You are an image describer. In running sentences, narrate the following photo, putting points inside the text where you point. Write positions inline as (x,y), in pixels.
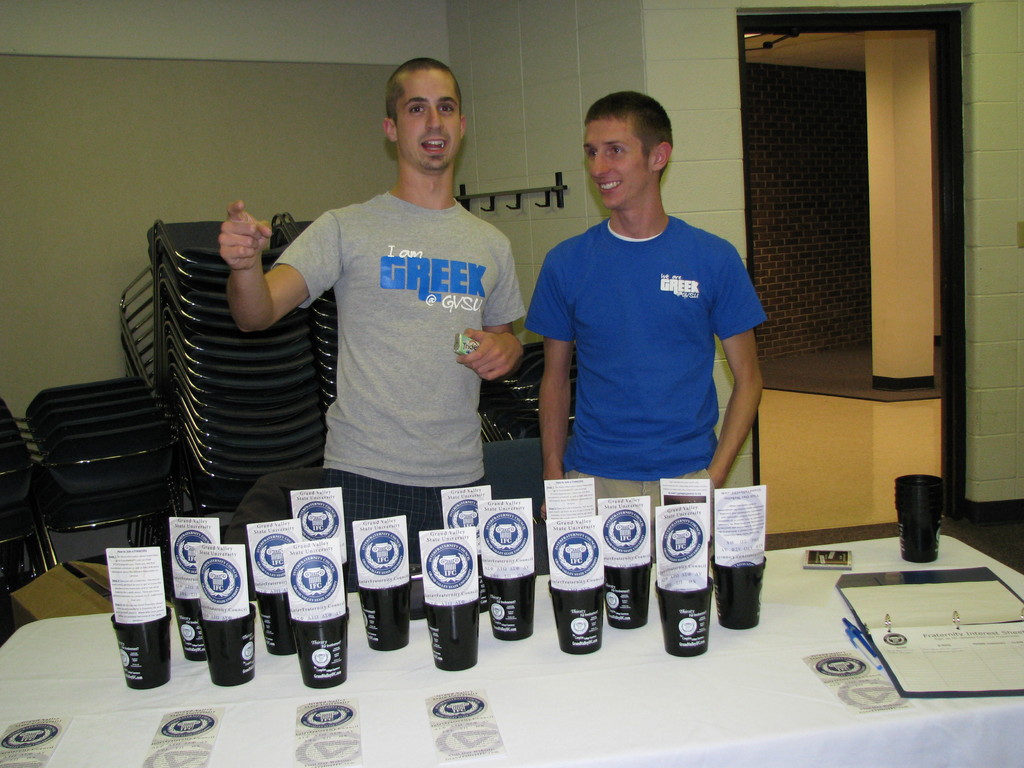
In this image I can see a person (404,322) wearing grey colored t shirt (444,330) and another person (614,335) wearing blue colored t shirt (625,355) are standing in front of a table (680,690). On the table (557,710) I can see few glasses (154,646), few papers (619,526) in them, few pens (874,661), a pad (897,609) and few other objects (819,672). In the background (263,400) I can see number of chairs (230,381), the wall (213,218), the hanger (491,208) and the door (845,250).
